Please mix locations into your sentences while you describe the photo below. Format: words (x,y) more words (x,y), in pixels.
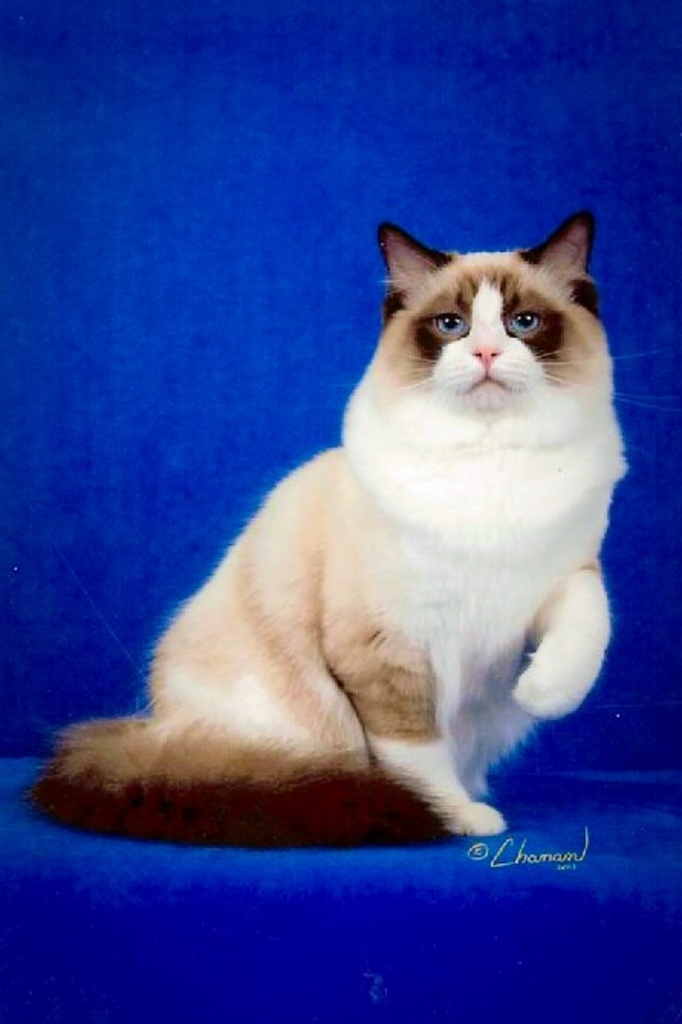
In the center of the picture (298,524) there is a cat (502,534). At the bottom (277,864) and at the top (181,202) it is blue.
